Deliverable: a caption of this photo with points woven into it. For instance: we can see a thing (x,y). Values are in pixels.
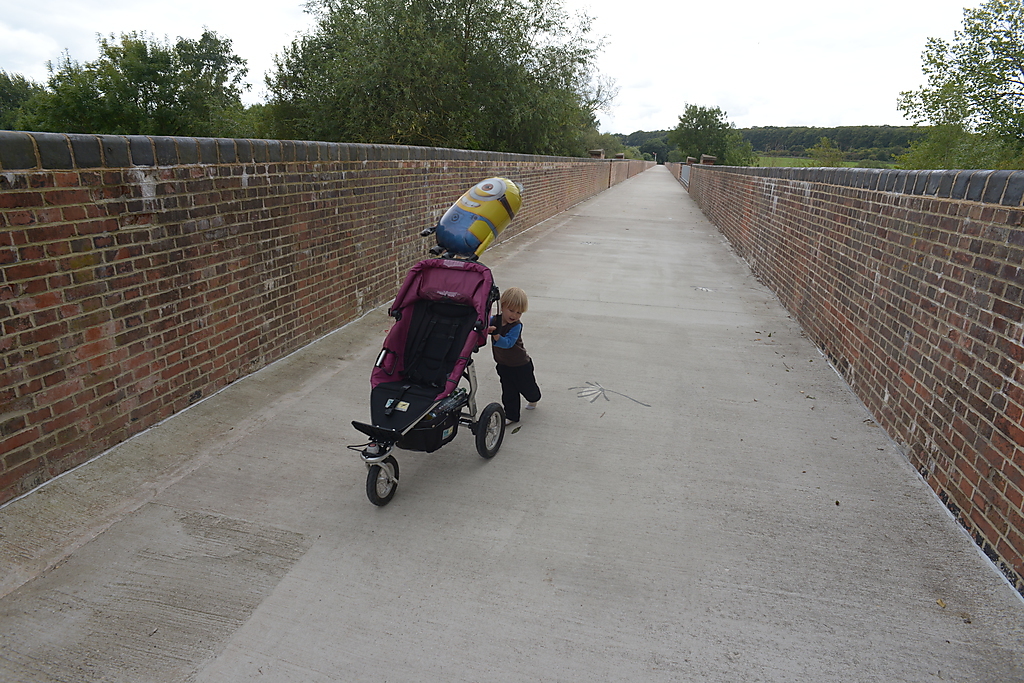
In the middle of the image (493,344) a kid (514,408) is walking and holding a stroller (489,320). Behind him we can see two walls (865,240). Behind the walls (205,213) we can see some trees (697,139). At the top of the image (638,87) we can see some clouds (167,35) in the sky (85,56).
